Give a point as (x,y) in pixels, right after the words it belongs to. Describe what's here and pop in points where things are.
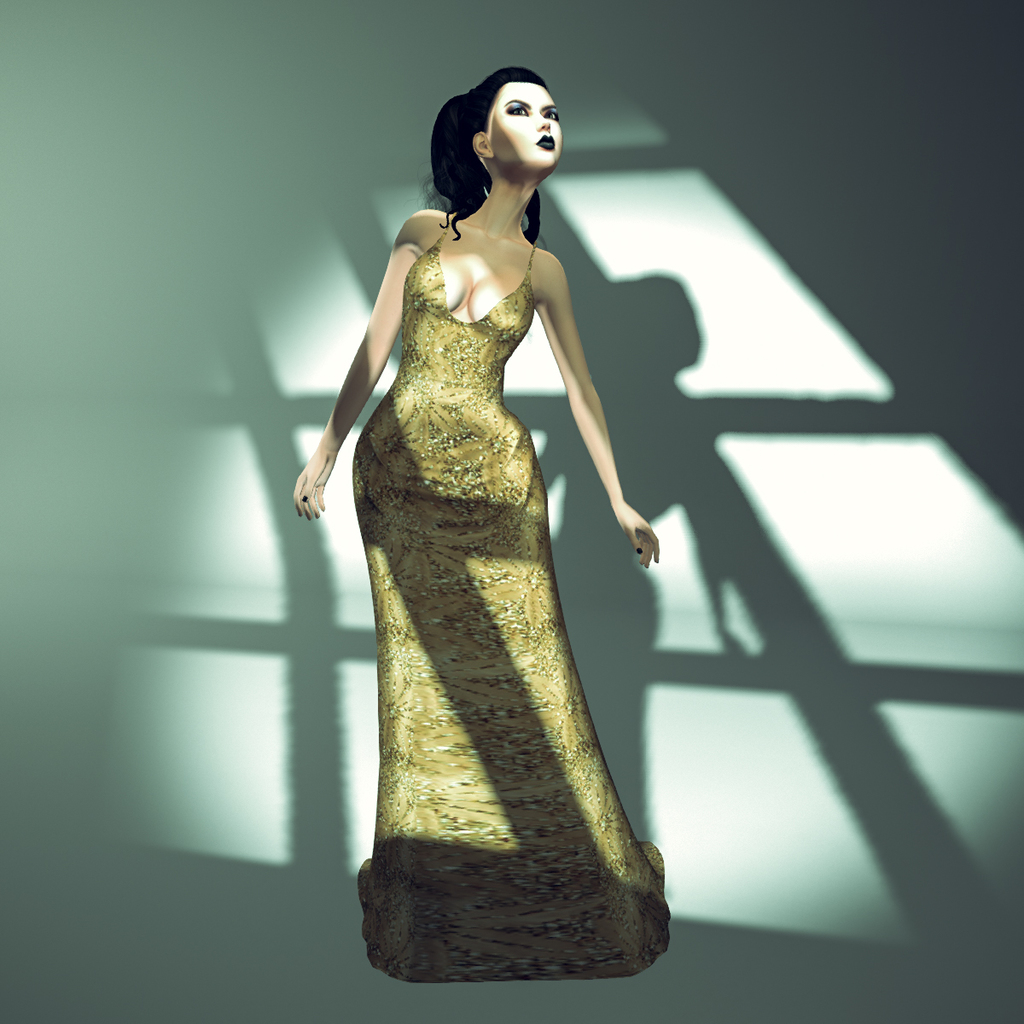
This is an animated picture, we can see a person (505,314) standing on the surface (367,608).
